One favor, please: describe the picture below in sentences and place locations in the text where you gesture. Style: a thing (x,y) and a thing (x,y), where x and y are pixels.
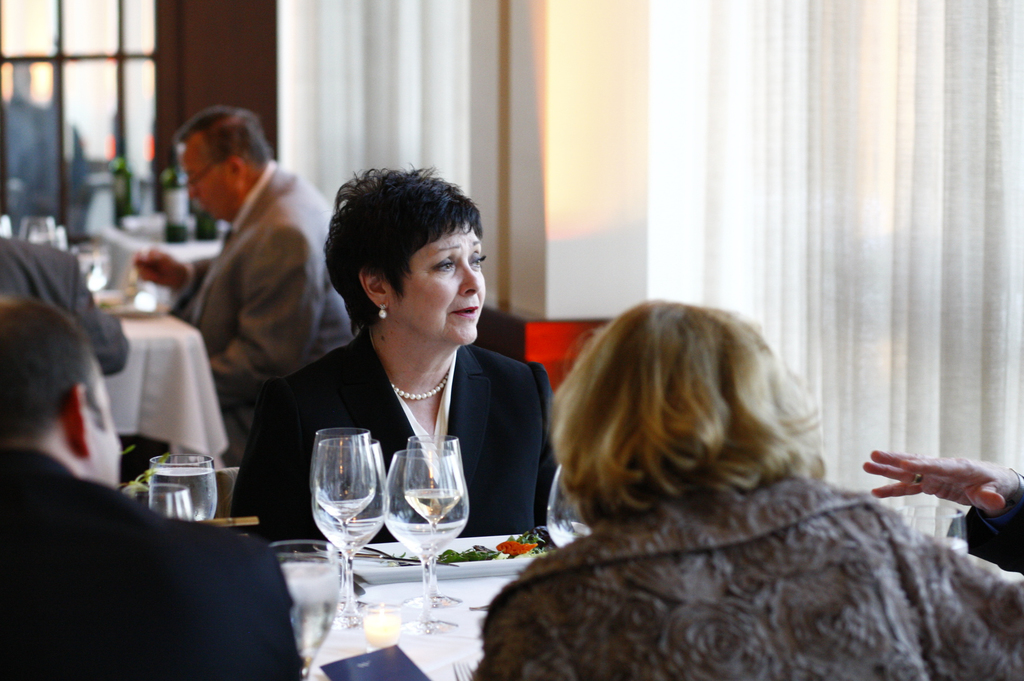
As we can see in the image there is a curtain (735,162), few people (349,277) sitting on chairs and there is a table (403,623). On table (361,645) there are glasses (374,479) and plates (405,550).
